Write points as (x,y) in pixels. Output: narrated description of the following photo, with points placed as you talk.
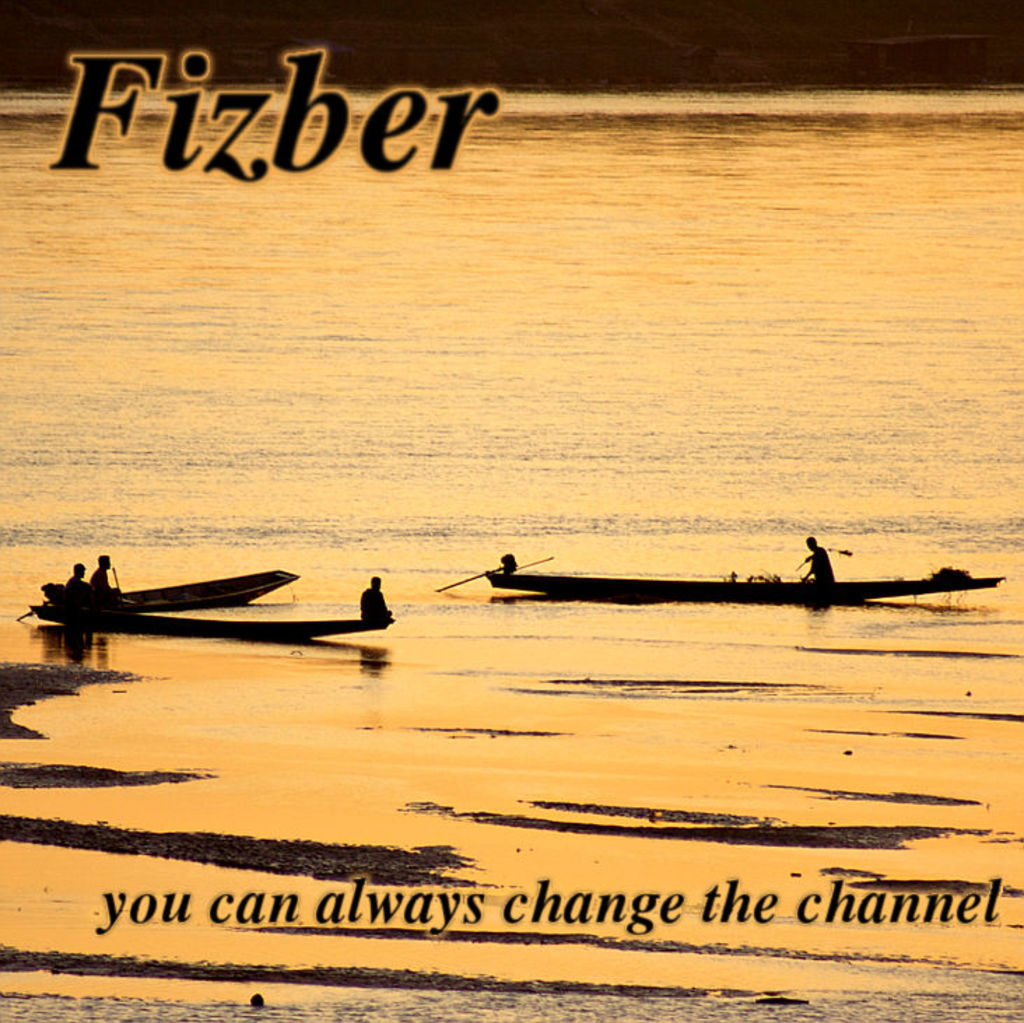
There is water (422,493). On the water (53,556) there are boats (157,599) with people (366,609). At the top (317,146) and bottom something is written on the image.
